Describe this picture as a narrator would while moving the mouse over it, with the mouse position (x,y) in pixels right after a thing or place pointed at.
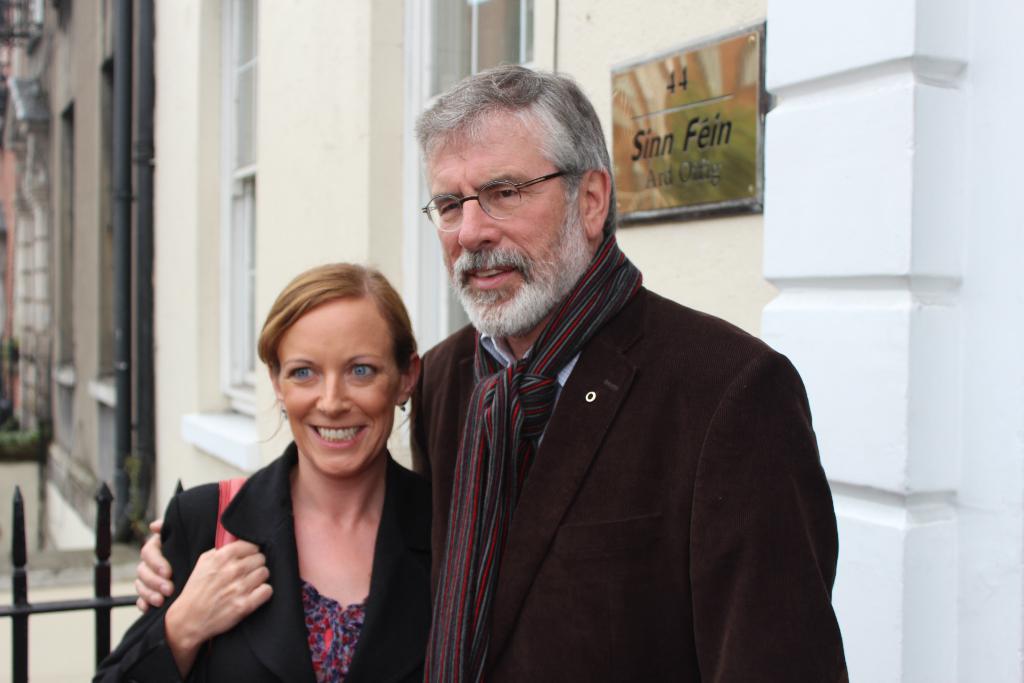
In this image, in the middle (588,410), we can see two people (559,489) man (507,455) and woman (405,513). On the right side (729,186), we can see a frame (735,148) which is attached to a wall (711,234), we can also see a wall (882,238) which is in white color. In the background (89,541), we can see a metal pole (105,550), pipes (124,523), buildings (257,211), glass window (411,222).
